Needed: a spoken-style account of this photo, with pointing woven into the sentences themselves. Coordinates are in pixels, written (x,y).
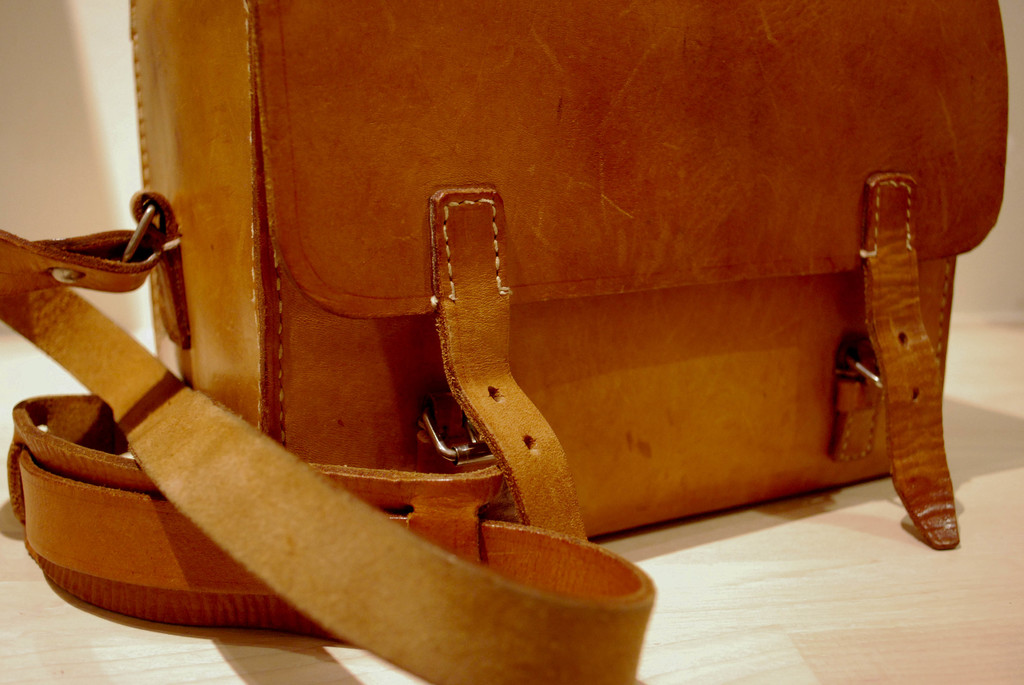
there is a brown bag (543,271), which has handle (186,500).
